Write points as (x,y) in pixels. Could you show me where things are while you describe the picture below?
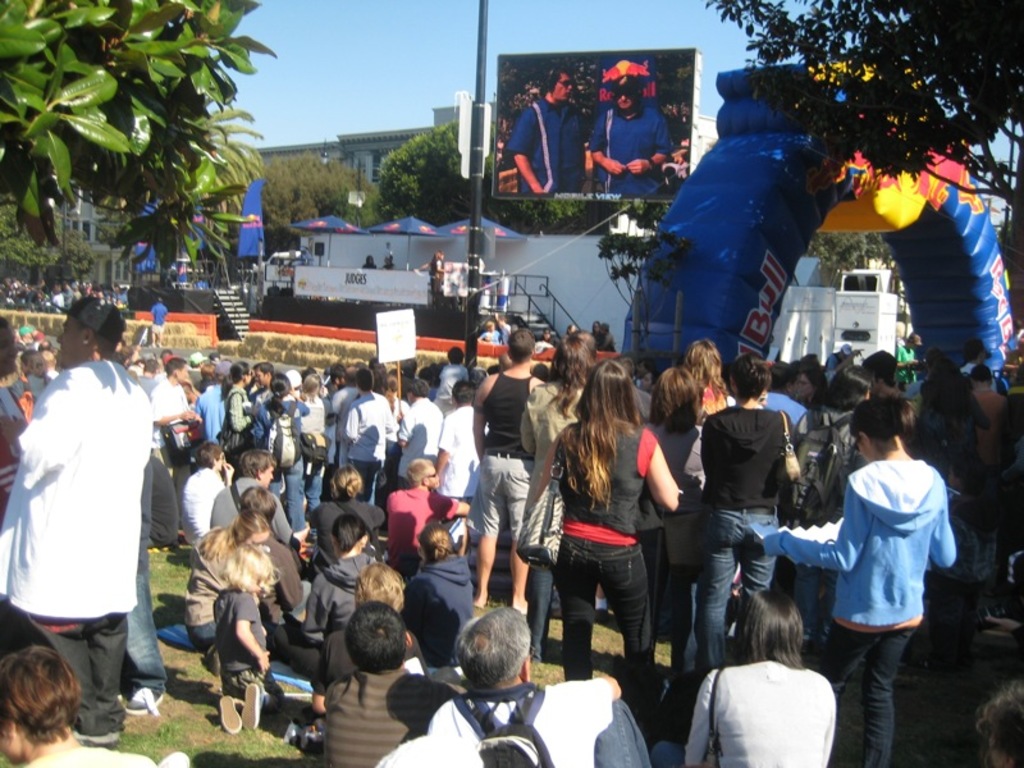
In this image there are so many people (472,453) standing and sitting on the surface (209,712) of the grass (190,670), there is an inflatable structure (744,312), a few board (423,285) with some text (357,283) and images (545,110) on it, there are a few canopy's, beneath that there are a few people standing on the stage (273,302) and there are stairs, there are a few flags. In the background (403,197) there are trees (82,73) and buildings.
